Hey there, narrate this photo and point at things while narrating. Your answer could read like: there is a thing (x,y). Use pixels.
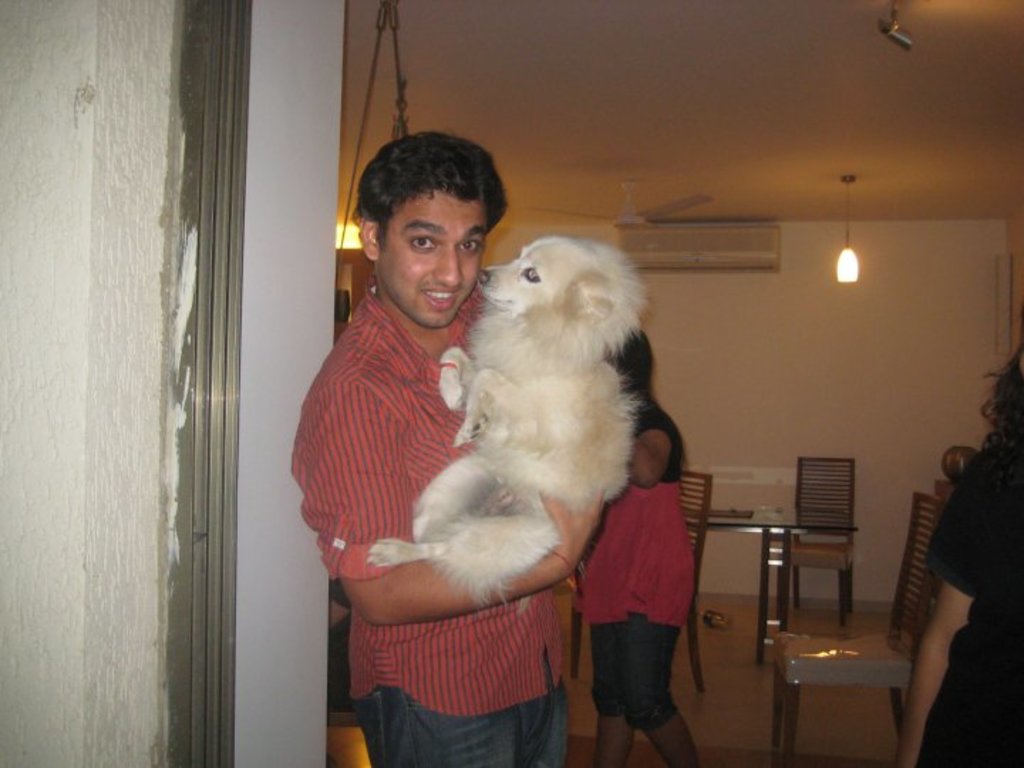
In this image there is a person (388,391) wearing red color shirt (406,424) catching a puppy (476,465) in his hand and at the background of the image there is a fan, light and chair (798,556).
